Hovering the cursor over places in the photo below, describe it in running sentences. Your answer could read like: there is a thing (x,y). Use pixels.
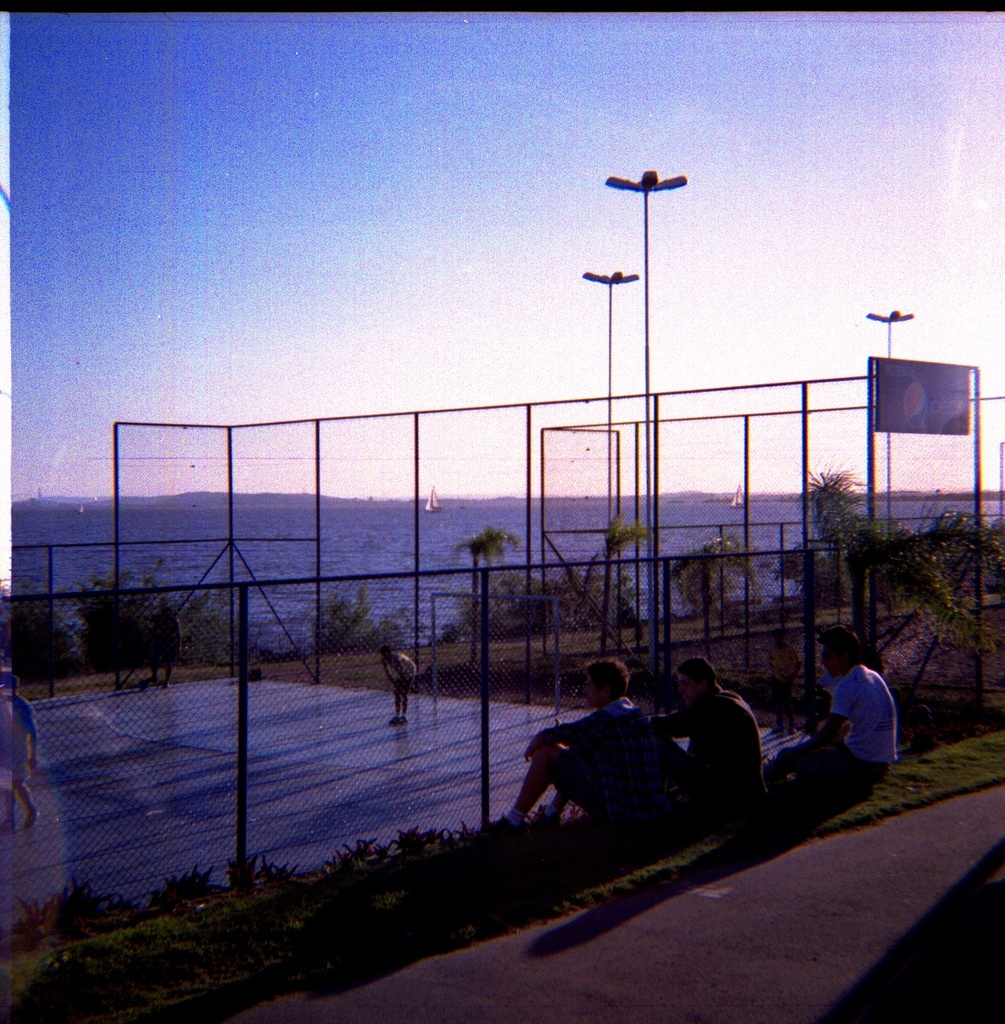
There are three persons (634,795) sitting on grass (741,835) and we can see mesh (909,676), through this mesh (899,669) we can see persons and we can see board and lights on poles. On the background (475,547) we can see trees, boats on water (323,514) and sky (343,477).
